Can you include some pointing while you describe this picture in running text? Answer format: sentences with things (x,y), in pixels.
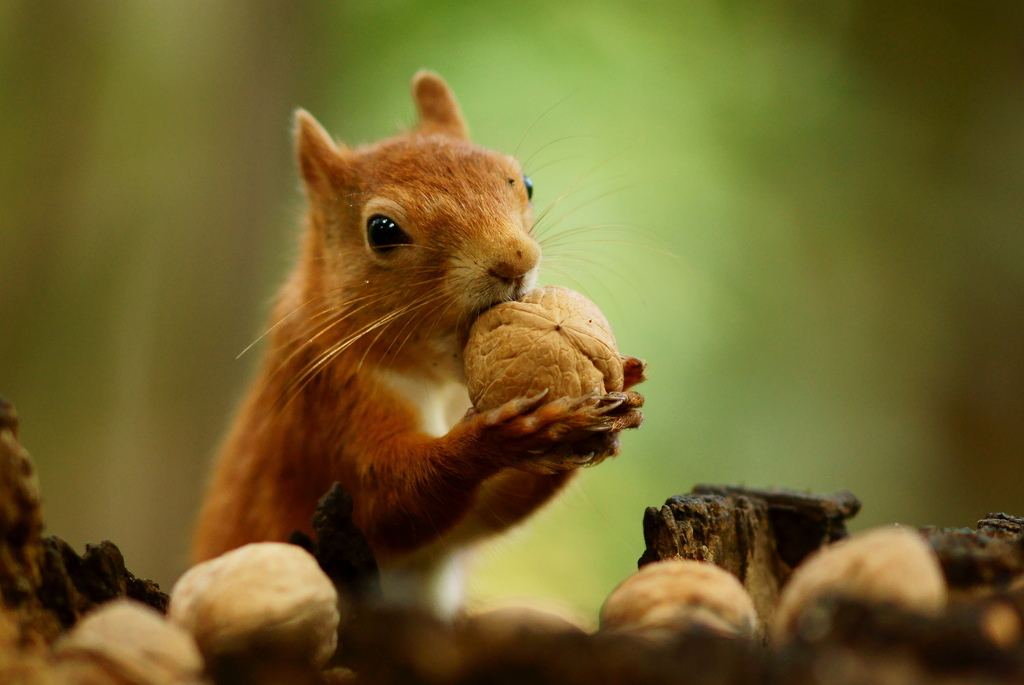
This picture shows a squirrel (625,382) and it is holding a walnut (616,359) and we see few Walnuts (729,636). The squirrel (336,459) is brown in color.
